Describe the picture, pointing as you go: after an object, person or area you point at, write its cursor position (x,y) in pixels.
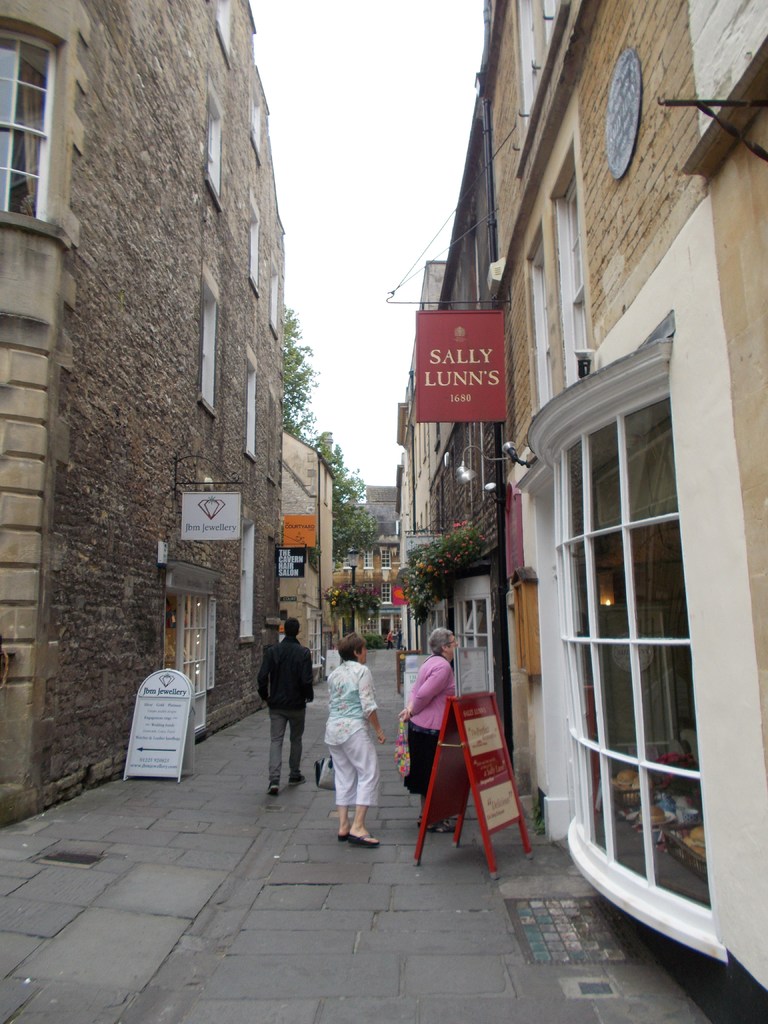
In this image, there are a few people (448,693), trees (312,417), buildings (276,286). We can see the ground (394,879) with some objects (177,728). We can see some boards (485,394) with text (470,393). We can see some plants (444,536) and the sky (297,213). We can see some glass (600,484) on the right (608,477).
